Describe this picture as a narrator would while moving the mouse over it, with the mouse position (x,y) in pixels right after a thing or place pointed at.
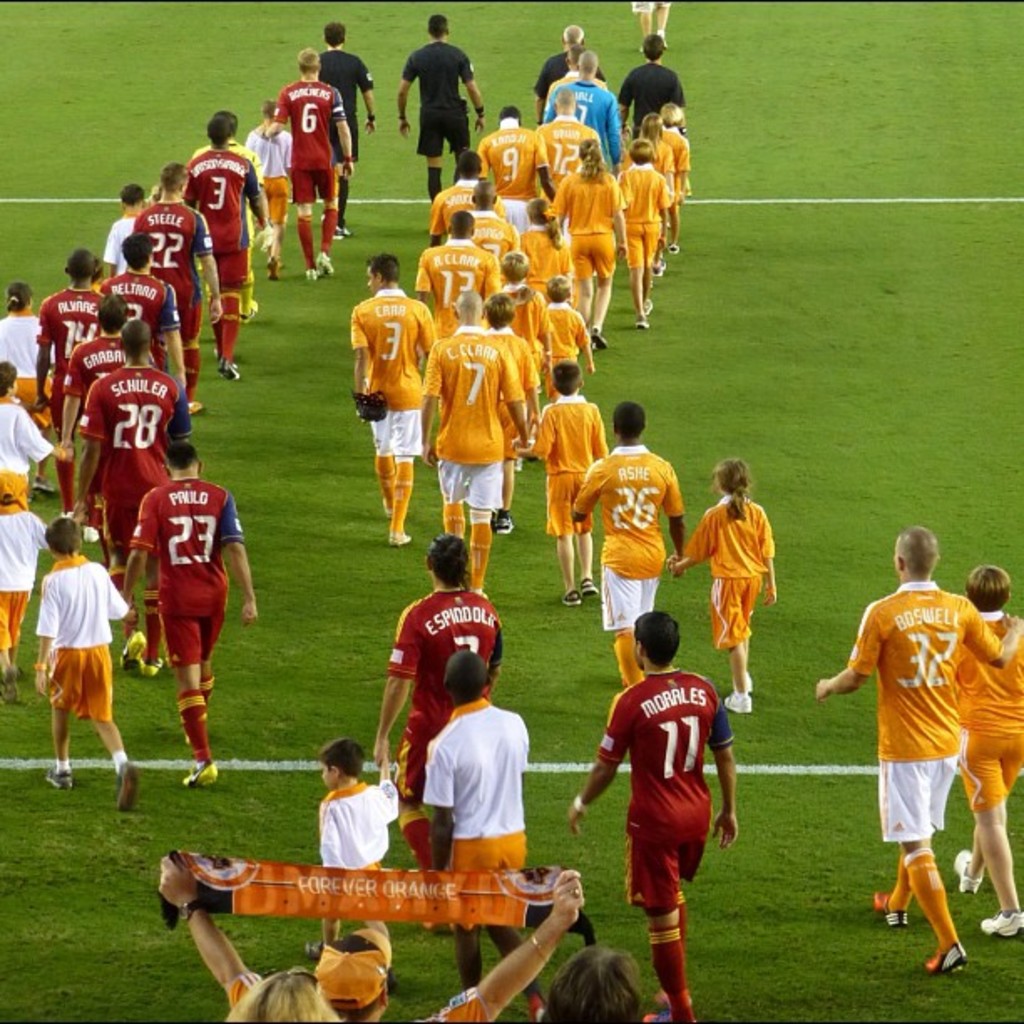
In this image we can see a group of people (138,354) standing on the grass field (862,584). At the bottom of the image (483,981) we can see a person (334,941) holding a banner (515,892) with some text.
